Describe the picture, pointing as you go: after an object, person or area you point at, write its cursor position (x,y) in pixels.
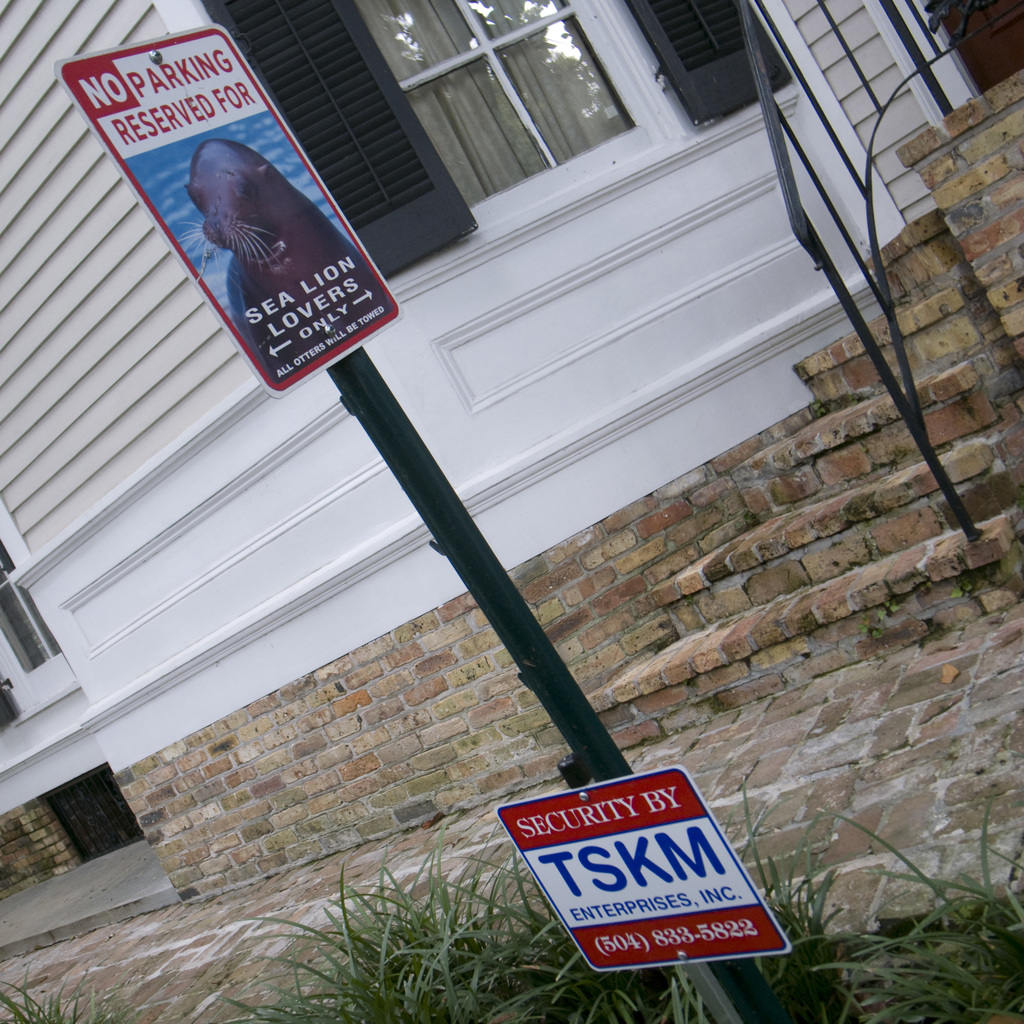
Here we can see a pole (747,1016) and there are boards (159,94). This is grass (511,957). In the background (478,409) we can see a building (641,236).
